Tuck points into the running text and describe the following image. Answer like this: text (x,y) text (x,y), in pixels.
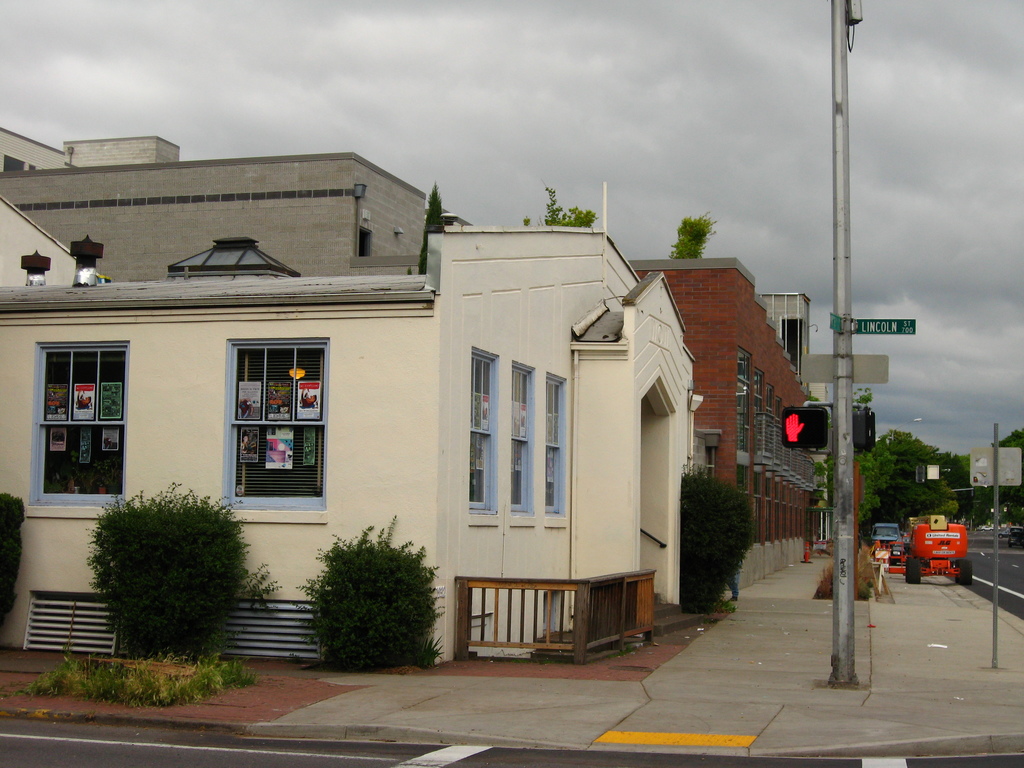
We can see plants (185,658), boards (880,360) and traffic signals (801,440) on poles (840,409), building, house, vehicles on the road (1004,560) and windows (555,445) and we can see posters (309,444) on this window (322,448). In the background (517,193) we can see trees (1022,489) and sky (411,179).
